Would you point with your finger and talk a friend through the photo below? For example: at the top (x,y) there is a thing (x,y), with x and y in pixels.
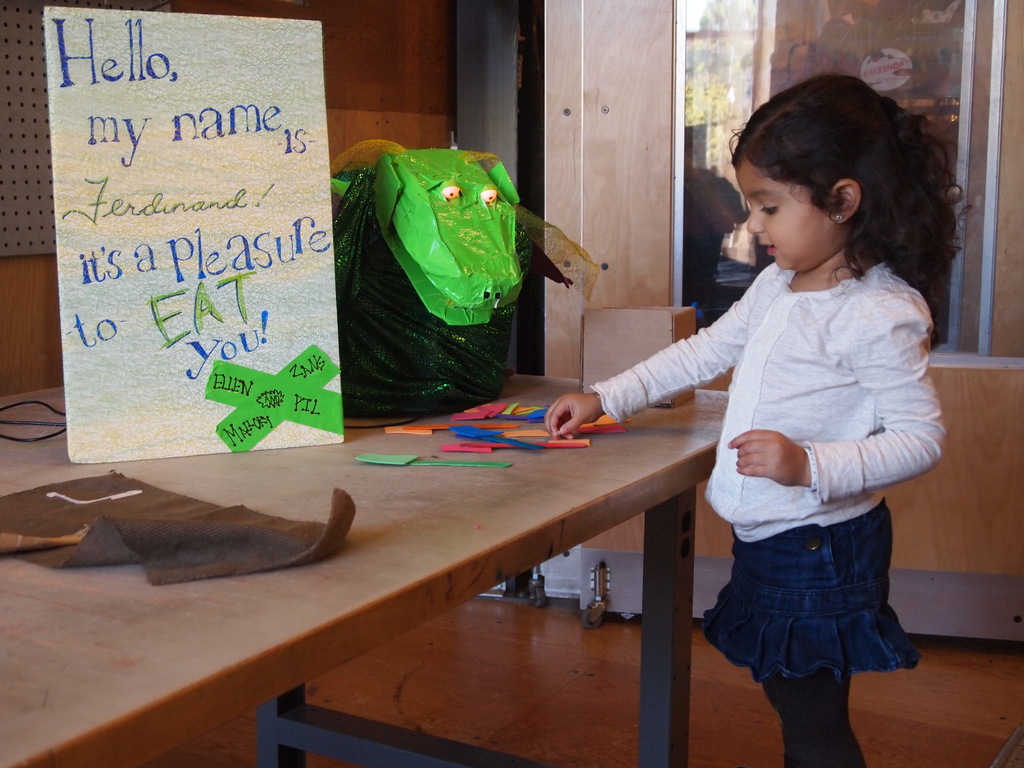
This picture is inside a room (404,522). in the right hand side (853,491) a little girl (841,464) is standing. In front of her there is a table (391,544). On the table (423,494) there are some toys (443,271), paper (235,314). In the background (796,25) there is a mirror (762,46).
